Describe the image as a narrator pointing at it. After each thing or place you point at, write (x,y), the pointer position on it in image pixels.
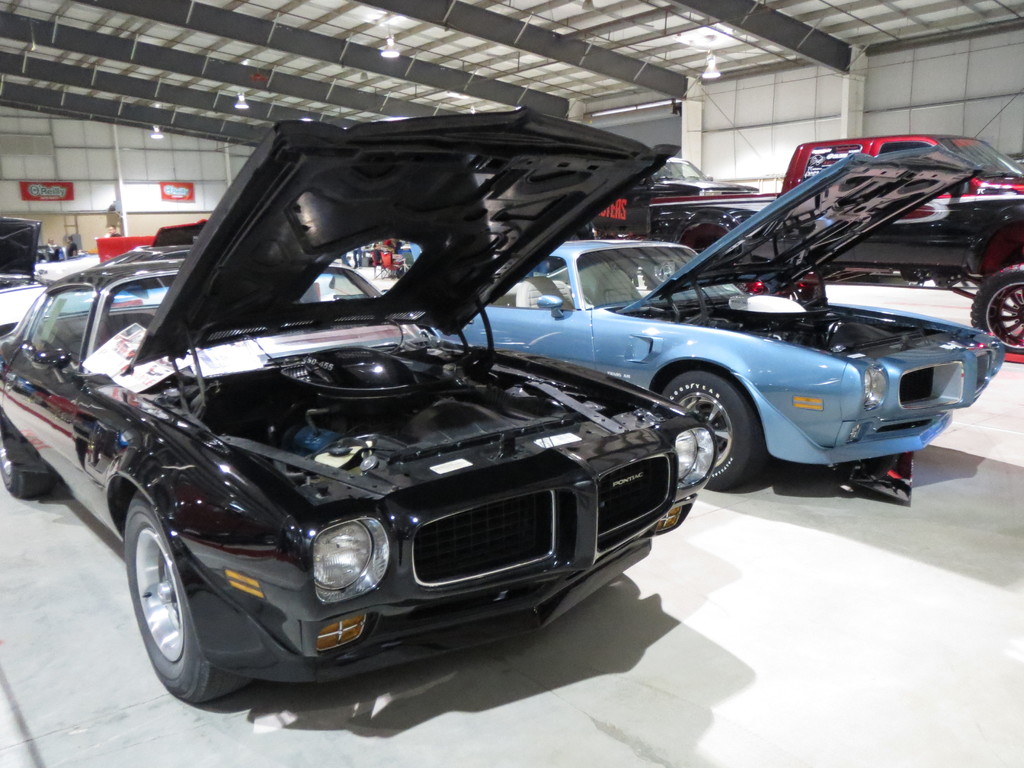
There are cars (424,340) on the floor (186,717). Here we can see boards (68,187), lights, and roof (569,72). In the background (89,148) we can see wall (60,174).
